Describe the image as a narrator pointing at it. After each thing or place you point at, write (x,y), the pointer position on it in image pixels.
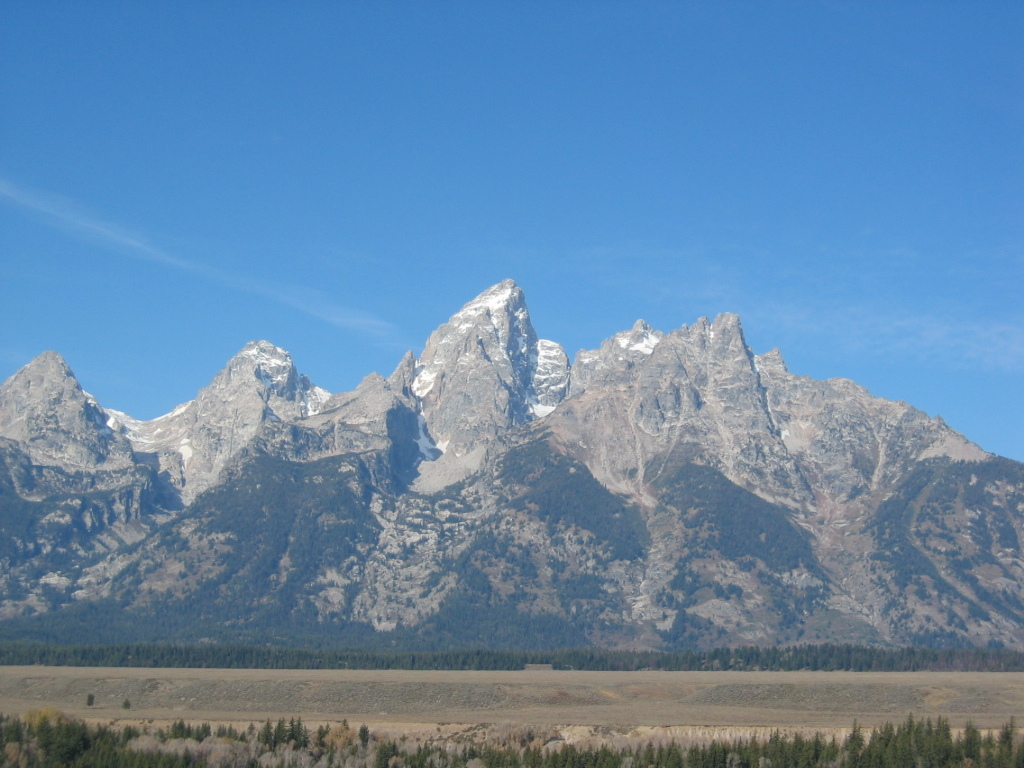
In the center of the image (587,422) we can see the mountains (473,490). We can also see a group of trees (740,510) and the sky (544,223) which looks clear.
